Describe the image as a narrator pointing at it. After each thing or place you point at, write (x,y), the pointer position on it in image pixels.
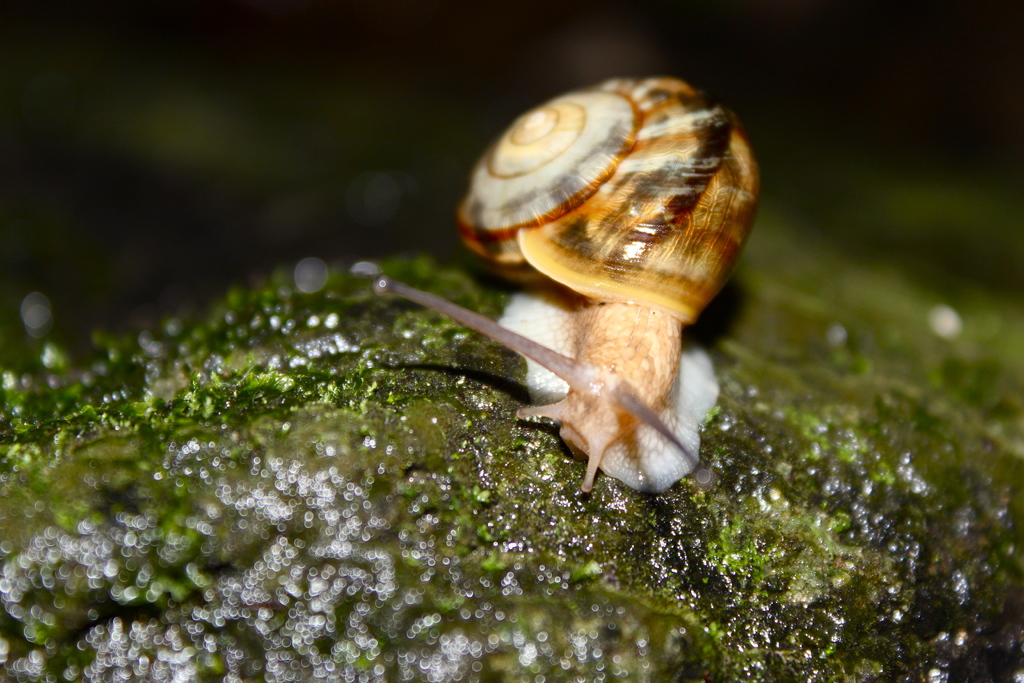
In this image there is a snail (683,172) on the rock (399,590) covered with mosses (184,646).
